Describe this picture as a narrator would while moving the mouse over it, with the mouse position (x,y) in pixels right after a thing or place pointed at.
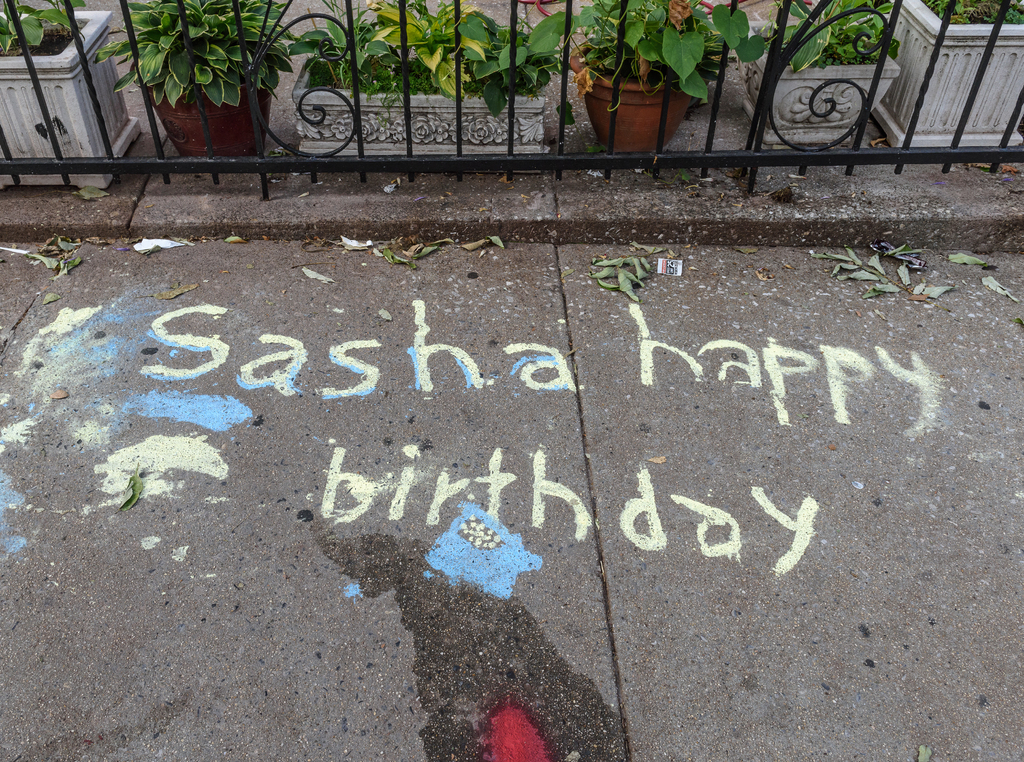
In this picture we can see some text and a few dry leaves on the path (315,654). There is water (465,732) and colorful things (80,324) seen on the path (315,576). We can see a fence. Behind the fence (510,117), we can see some flower pots (966,37) in the background (1015,52).
